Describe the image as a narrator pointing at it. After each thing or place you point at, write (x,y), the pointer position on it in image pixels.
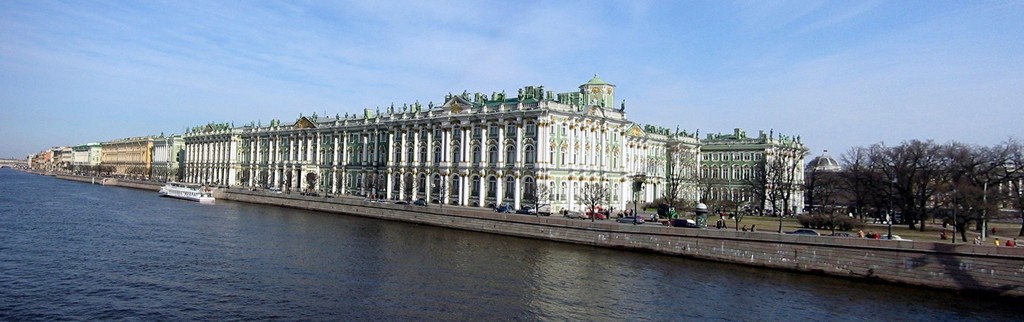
In this image I can see water (223,241), number of buildings (537,167), number of trees (853,204), number of vehicles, clouds (349,61), the sky (687,65) and I can also see number of people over here.
